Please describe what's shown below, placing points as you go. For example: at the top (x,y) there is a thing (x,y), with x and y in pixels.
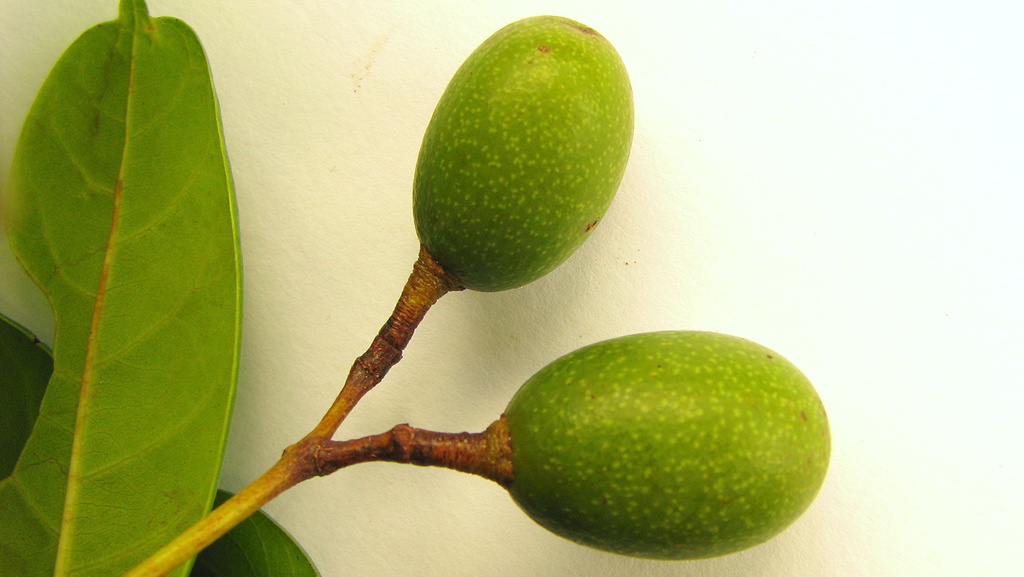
In the picture we can see a plant stem (455,447) and leaves (141,71) and two fruits (564,180) to it which are green in color and behind it we can see a wall (522,317).
